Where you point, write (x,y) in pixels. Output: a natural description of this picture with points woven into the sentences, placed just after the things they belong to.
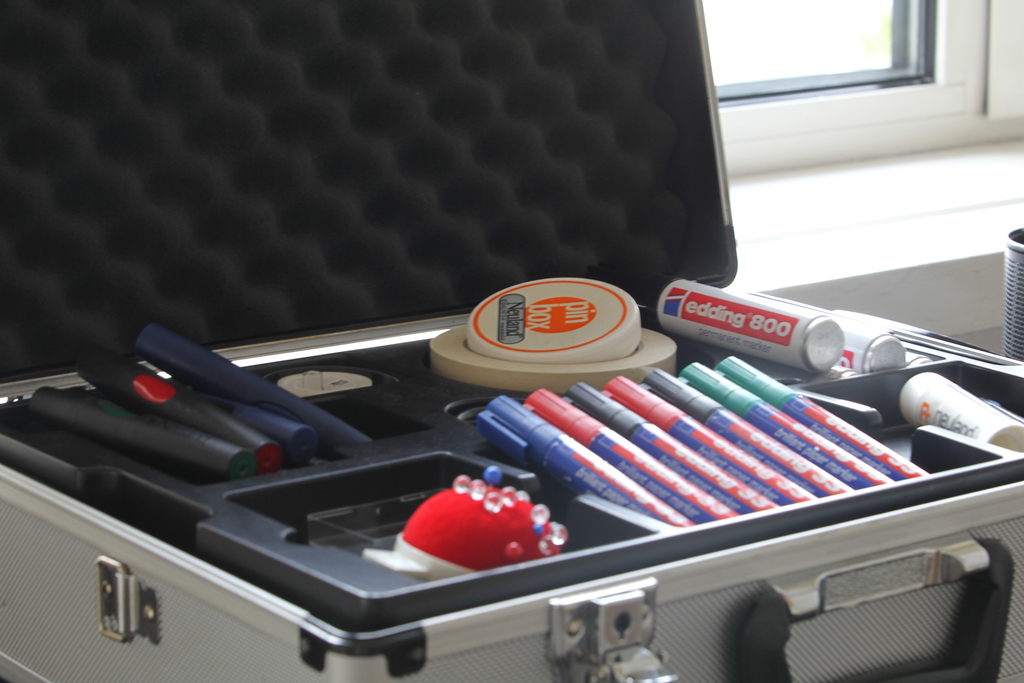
In this Image I see a suitcase (638,97), in which there are pens (607,387) and other few things (606,378). In the background (802,140) I see the window (864,126).
